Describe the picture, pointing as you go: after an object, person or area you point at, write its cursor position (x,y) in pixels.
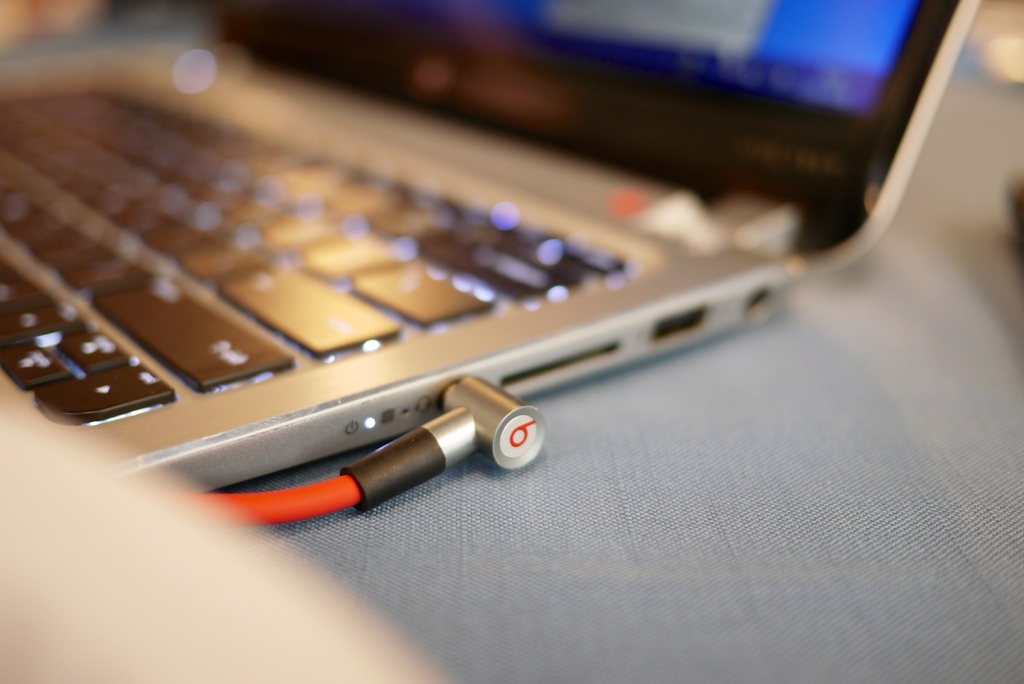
In this image we can see a laptop (210,271) with a cable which is placed on the surface (688,614).
